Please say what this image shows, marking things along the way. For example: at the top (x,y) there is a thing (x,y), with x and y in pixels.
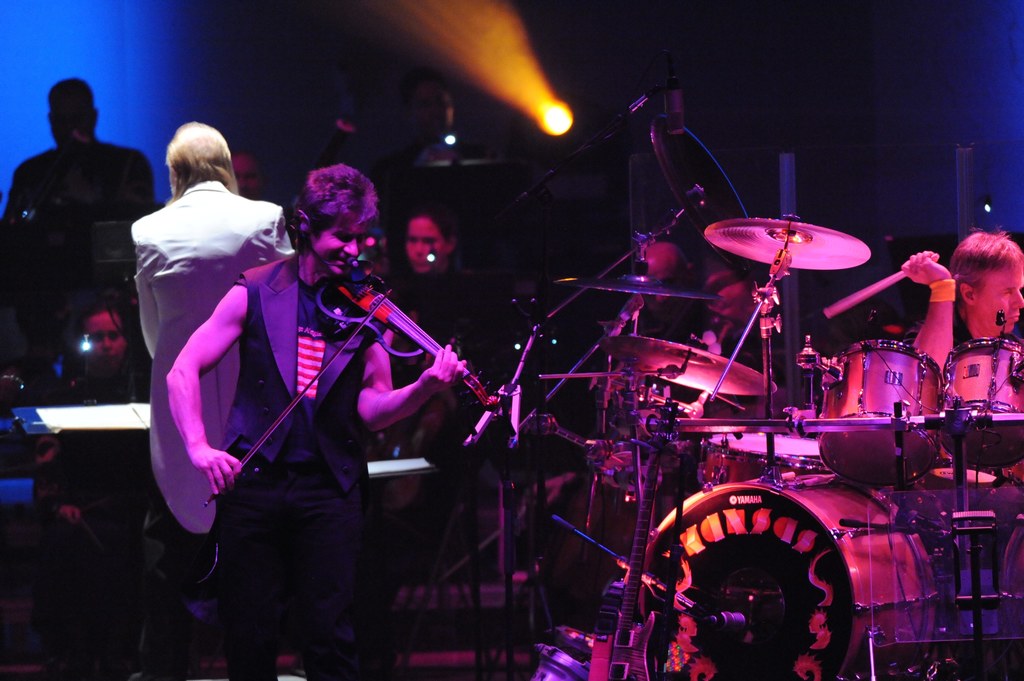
On the left side of the image (246,336) a man (304,354) is standing and holding a violin (356,302). On the right side of the image (934,334) a person (977,332) is sitting and holding a stick (827,314) in his hand (918,266) and we can see drums (719,504) are there. In the background of the image (87,124) we can see some person (63,142) and light (552,108) are present.
